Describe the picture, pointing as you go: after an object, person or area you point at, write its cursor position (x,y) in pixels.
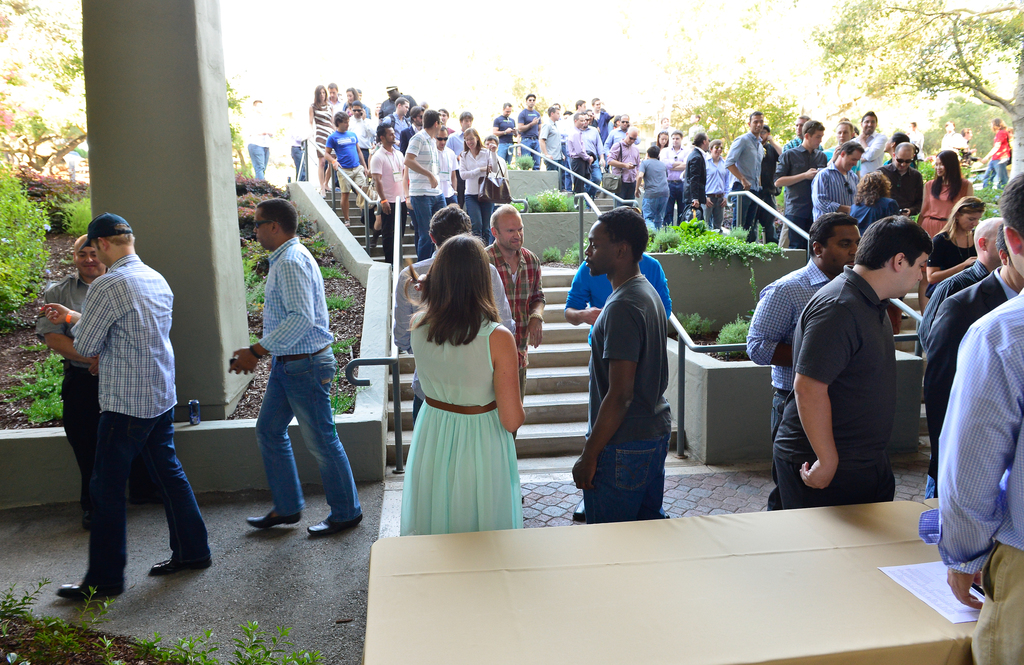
There are group of people (615,226) standing and there are trees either side of them.
